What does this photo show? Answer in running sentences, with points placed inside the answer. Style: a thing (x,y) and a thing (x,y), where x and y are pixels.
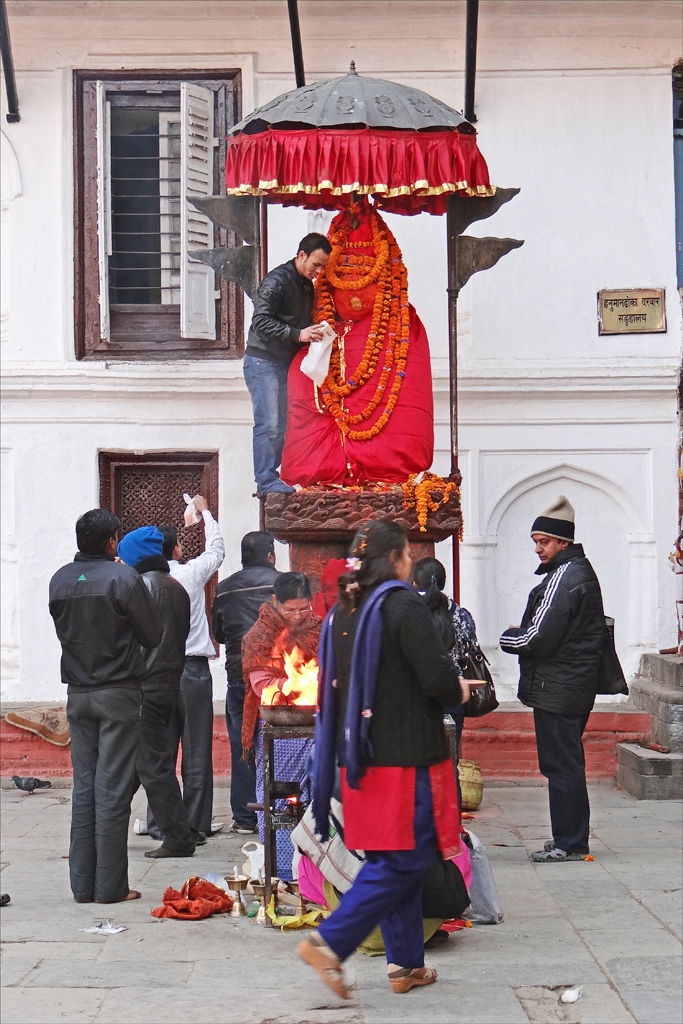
In this image, we can see people (445,623) wearing clothes (269,610). There is a statue (398,453) and umbrella (398,153) in the middle of the image (344,479). There is a window (138,182) in the top left of the image (105,110). In the background (41,368), we can see a wall (615,121).
